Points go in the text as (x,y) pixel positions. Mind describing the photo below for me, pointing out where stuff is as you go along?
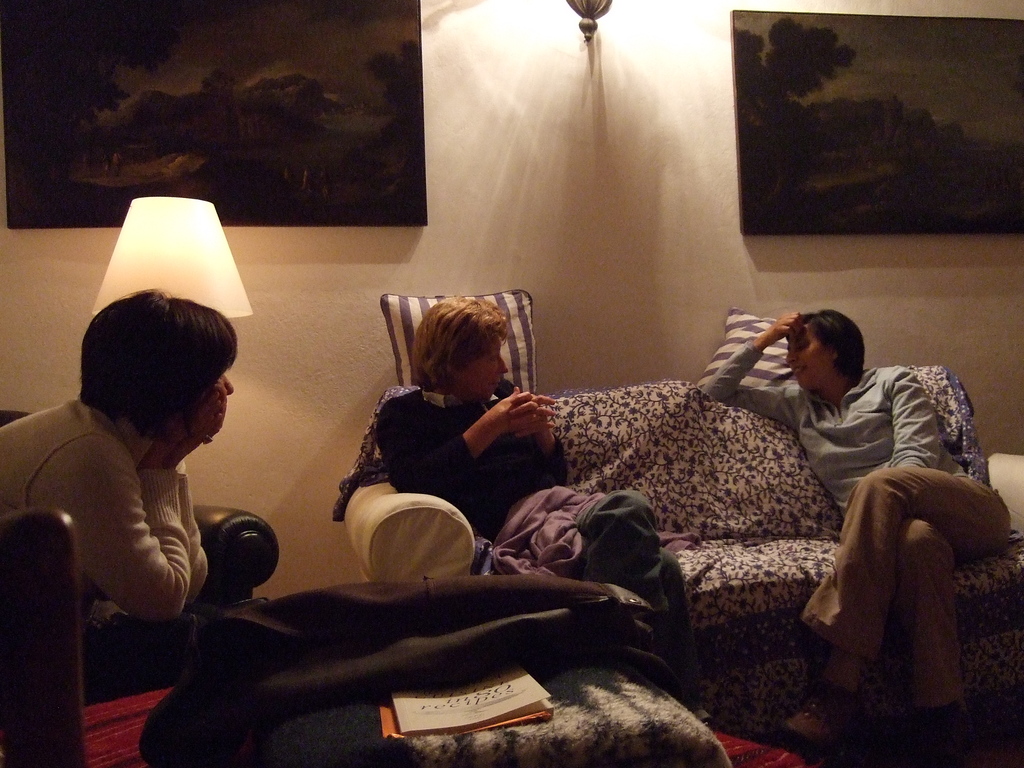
In the image we can see there are women (888,436) who are sitting on sofa (942,427) and chair (60,549).
